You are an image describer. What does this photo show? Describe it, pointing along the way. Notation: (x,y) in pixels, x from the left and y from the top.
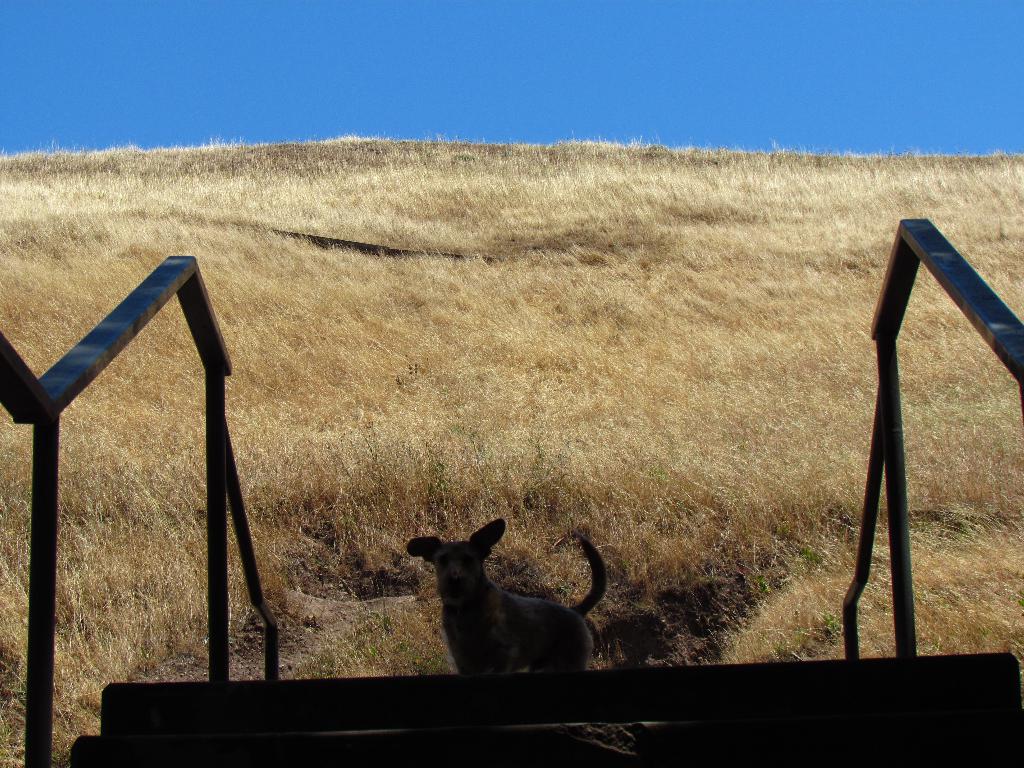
In this picture there is an animal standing on the staircase (868,677) and there are handrails (219,600). At the top (207,75) there is sky (298,65). At the bottom (375,512) there is grass (379,496).
